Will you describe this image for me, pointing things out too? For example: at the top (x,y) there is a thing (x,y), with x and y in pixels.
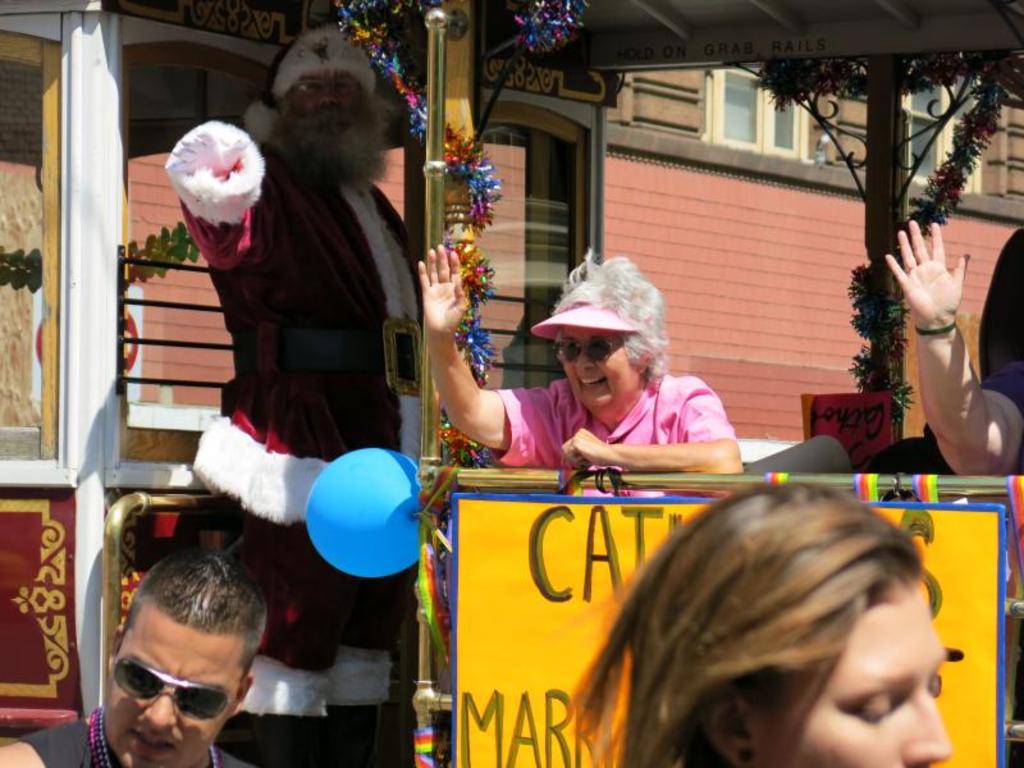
In the foreground of the picture (189,646) there are people (209,620). In the center of the picture (463,348) there is a vehicle (110,242), in the vehicle (75,336) we can see people (415,307). in the background (731,244) there are buildings (150,315), board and other objects (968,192).
